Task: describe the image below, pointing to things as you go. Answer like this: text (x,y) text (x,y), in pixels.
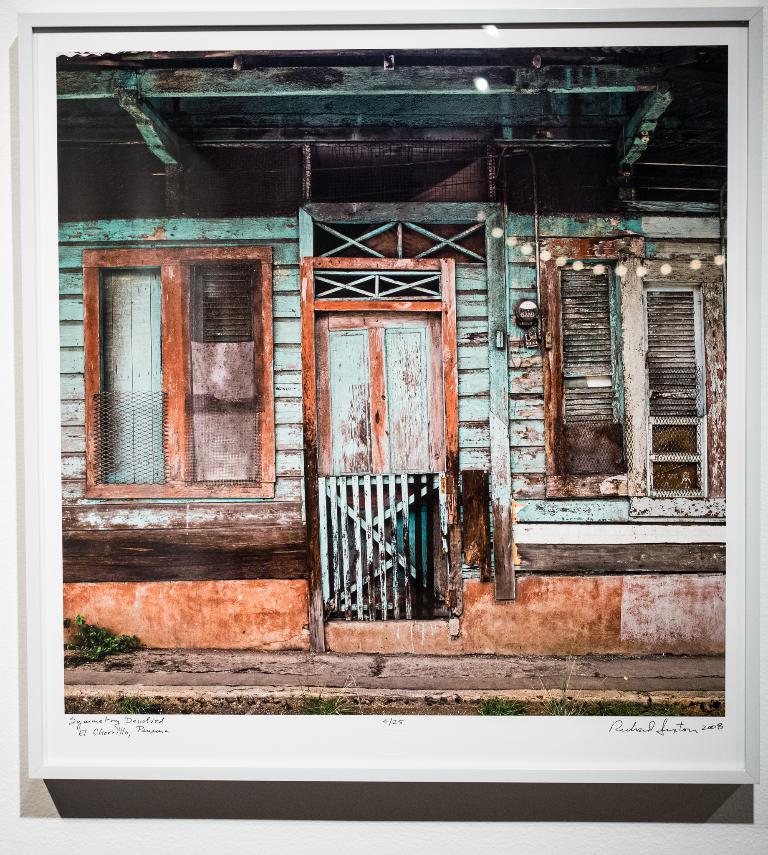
In the image I can see a house (305,484) to which there are three windows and a door (319,440).
